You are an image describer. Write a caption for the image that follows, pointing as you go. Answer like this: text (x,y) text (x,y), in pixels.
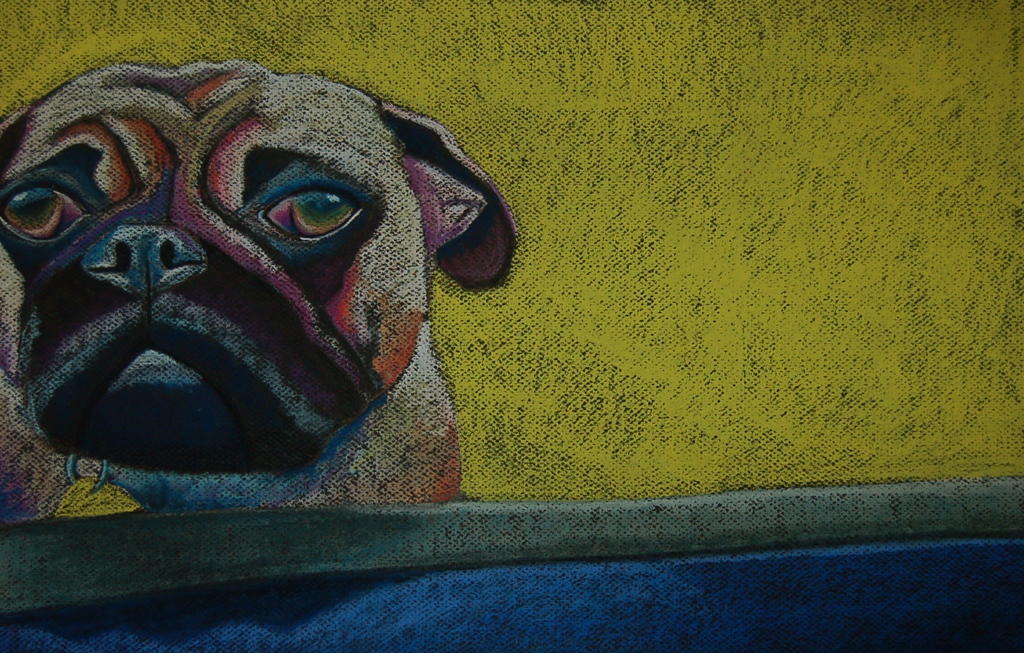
In this image we can see a painting (260,466) of a dog (138,321) on the surface (170,614).
